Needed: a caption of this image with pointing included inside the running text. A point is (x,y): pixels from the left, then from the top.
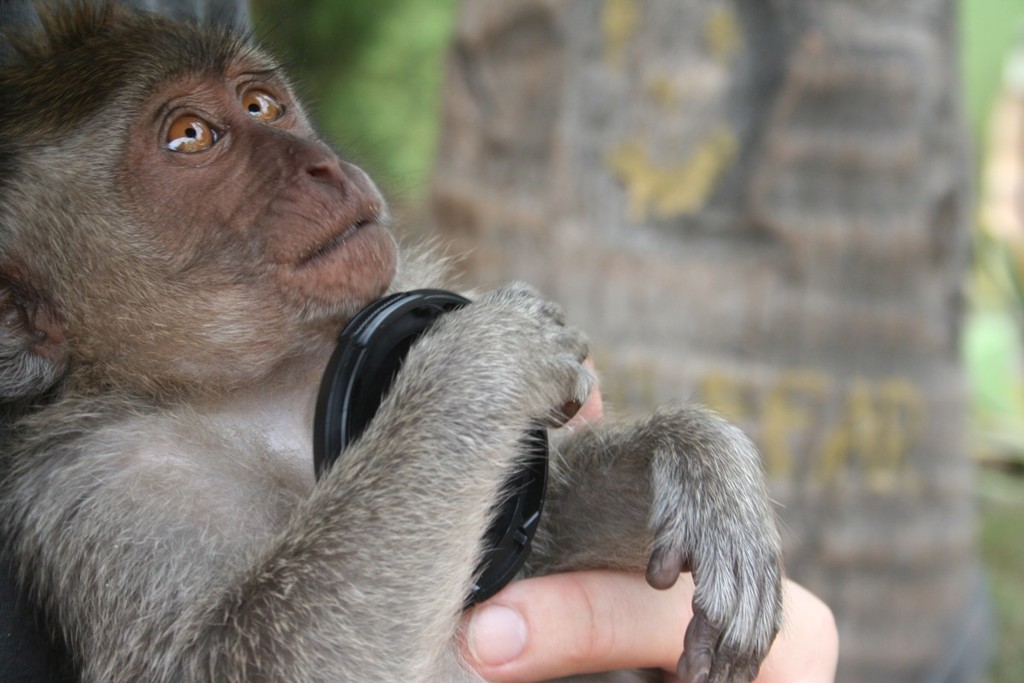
In this image I can see a grey colour monkey (274,440) and I can see this monkey (484,441) is holding a black colour thing (518,517). I can also see a finger (547,607) of a person (775,653) and I can see this image is blurry from background (890,561).
